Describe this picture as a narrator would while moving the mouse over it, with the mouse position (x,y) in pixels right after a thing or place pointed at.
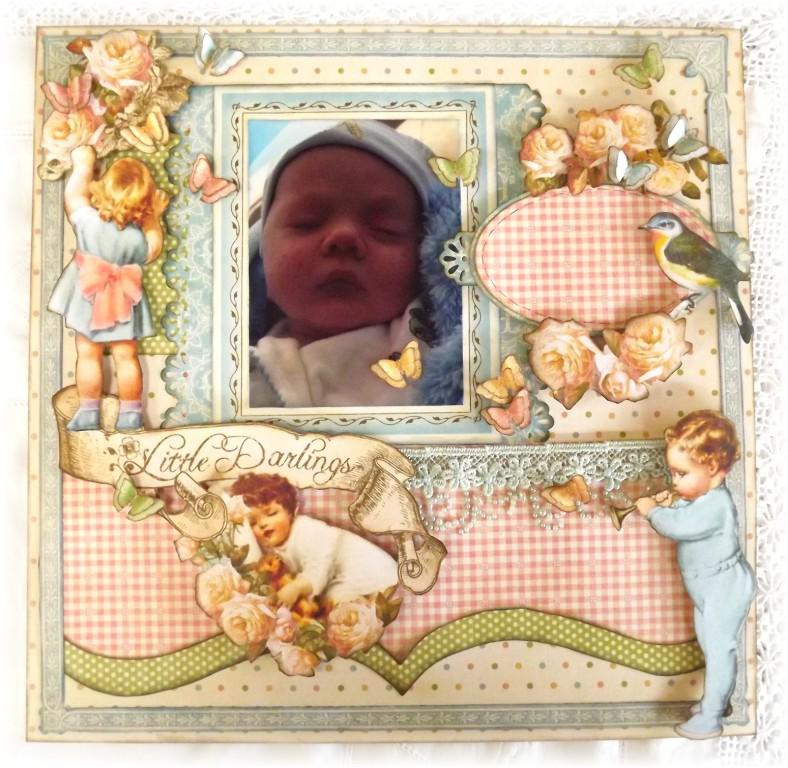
In the image there is an edited image, there is a picture (347,284) of a baby (357,175) arranged in a frame (241,367) and around the frame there are many decorations (97,194) and animations (291,523).
